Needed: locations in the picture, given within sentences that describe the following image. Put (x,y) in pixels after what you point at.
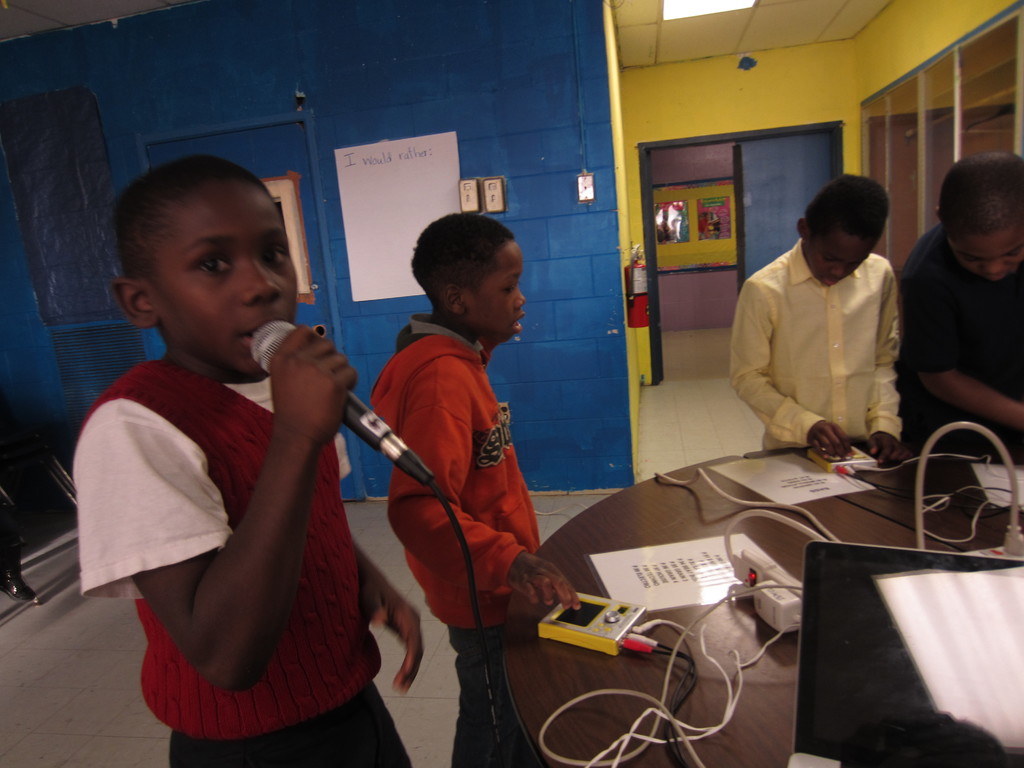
There are four children (510,434) standing one boy (275,527) is holding a microphone (260,355) and he is speaking something and other boys (429,516) just standing beside to that boy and another two boys (782,426) are standing to the right corner of the image (773,416) in front of them there is a table (695,699) on the table (707,642) there are some paper (695,590) and electric machines (623,636) back side we can see one door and also the wall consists of one paper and the left corner we can see some chairs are placed.
